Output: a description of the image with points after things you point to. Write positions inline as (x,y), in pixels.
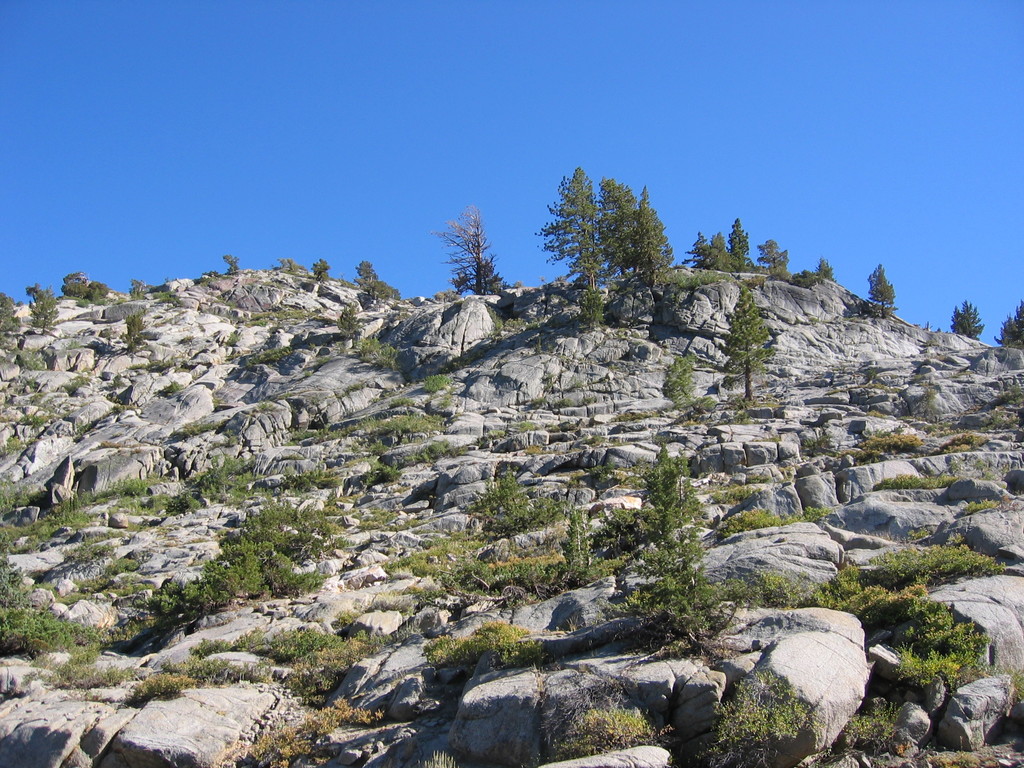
In this picture I can see there is a mountain (333,505), it has some plants (245,549), rocks (453,356), trees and the sky (185,248) is clear.
